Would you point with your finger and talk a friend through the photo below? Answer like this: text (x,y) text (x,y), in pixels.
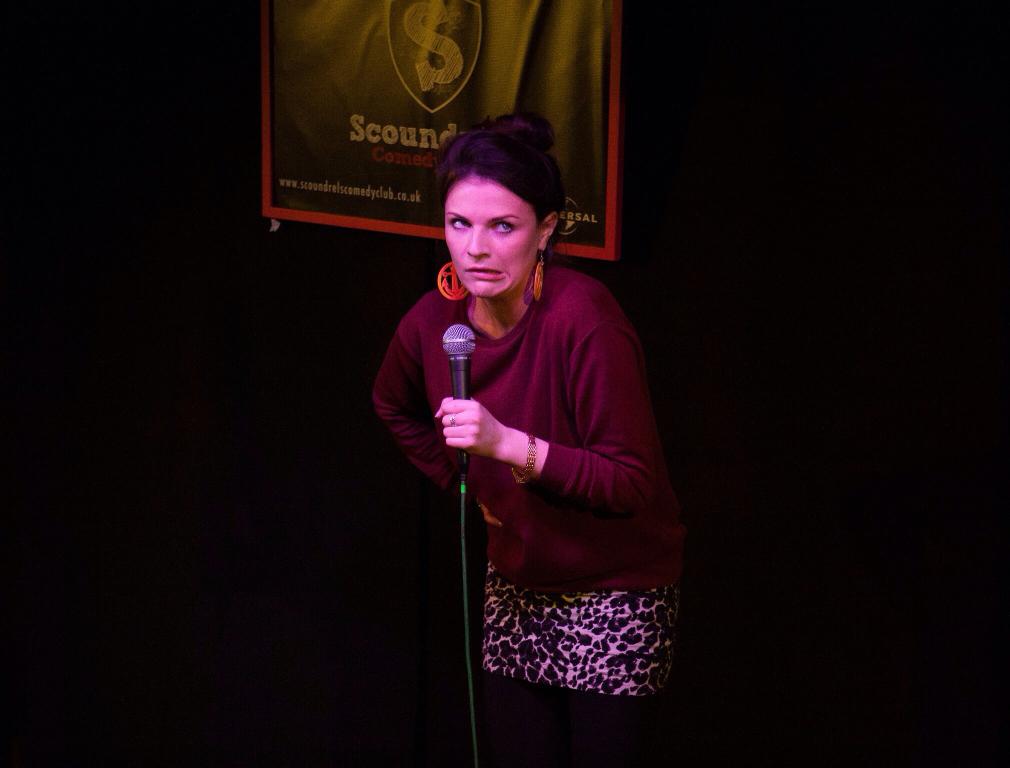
In the center of this picture (502,340) there is a person (549,419) wearing red color t-shirt (488,357), holding a microphone (463,352) and standing. The background of the image (581,44) is very dark and we can see a poster (330,176) on which we can see the text (375,139) is printed.
